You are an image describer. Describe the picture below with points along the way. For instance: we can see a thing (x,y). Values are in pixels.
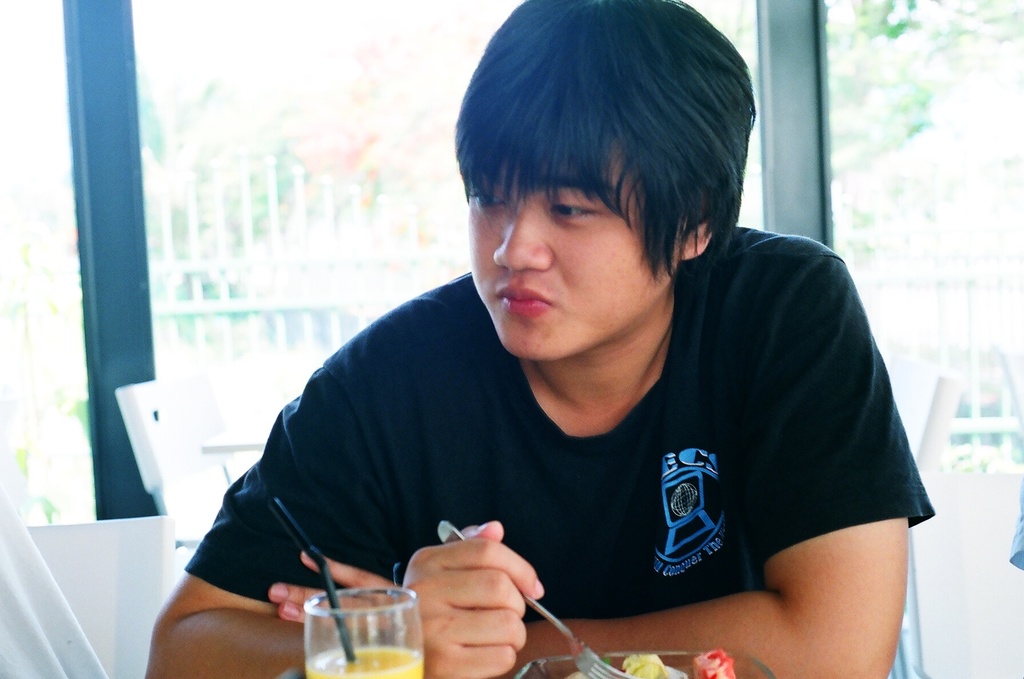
In the center of the image (557,347) we can see a man (682,494) wearing the black t shirt (666,511) and holding the fork (593,664) and having the food (638,671). We can also see a glass (368,627) of drink (387,664) with a straw (348,654). In the background (919,97) we can see the glass window (354,195) and behind the glass window (354,183) we can see the white color fence (409,242) and also trees (907,102).
